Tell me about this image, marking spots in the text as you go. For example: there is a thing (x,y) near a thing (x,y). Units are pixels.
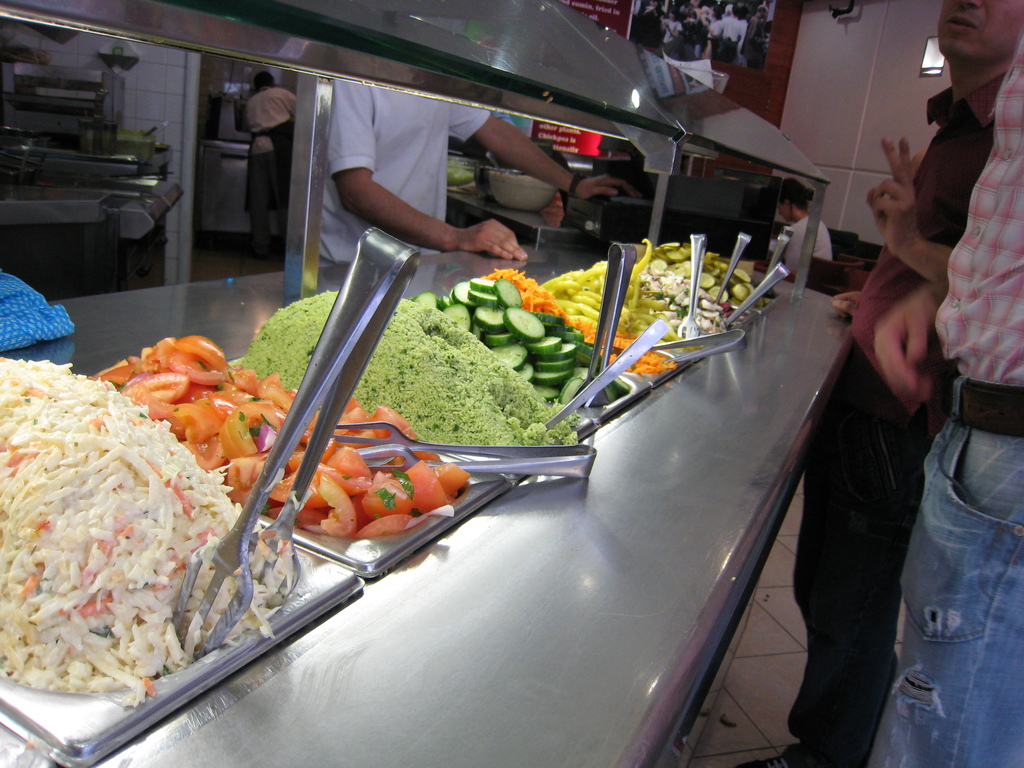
In the image there is salad (33,496), tomatoes,,cucumbers (517,356) and many veggies (575,285) in bowls (285,622) along with tongs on a table (755,349) with humans (363,172) on either side of it, in the back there are people (821,239), it seems to be inside a restaurant (72,20).
